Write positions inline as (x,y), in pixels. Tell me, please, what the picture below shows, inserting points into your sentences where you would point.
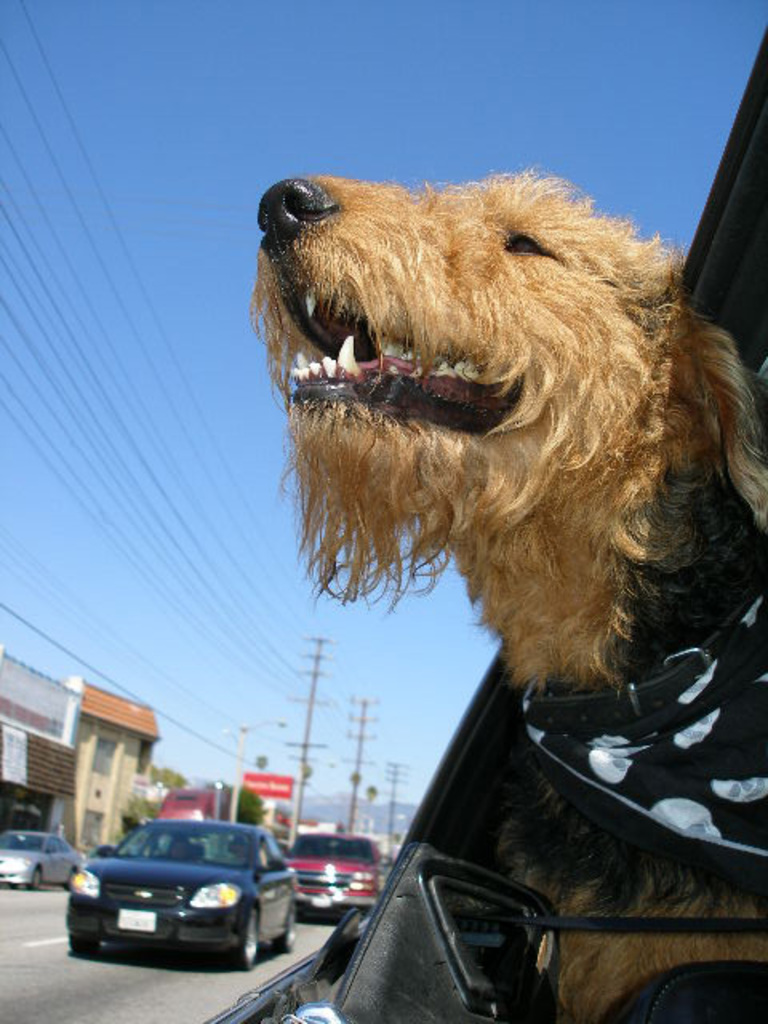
There is a dog (526,329) peeping outside the window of a car (428,886), behind this car (435,878) there are two cars (322,858) one car (316,868) is of red colour and another car (174,881) is of black colour. On the left side of the black car (120,892) there is one more car (43,852) silver colour In the background (81,820) there is a building (83,767). There are some trees (255,798), there are electrical poles (358,765) these are the wires (247,608) the sky (253,156) is blue.
